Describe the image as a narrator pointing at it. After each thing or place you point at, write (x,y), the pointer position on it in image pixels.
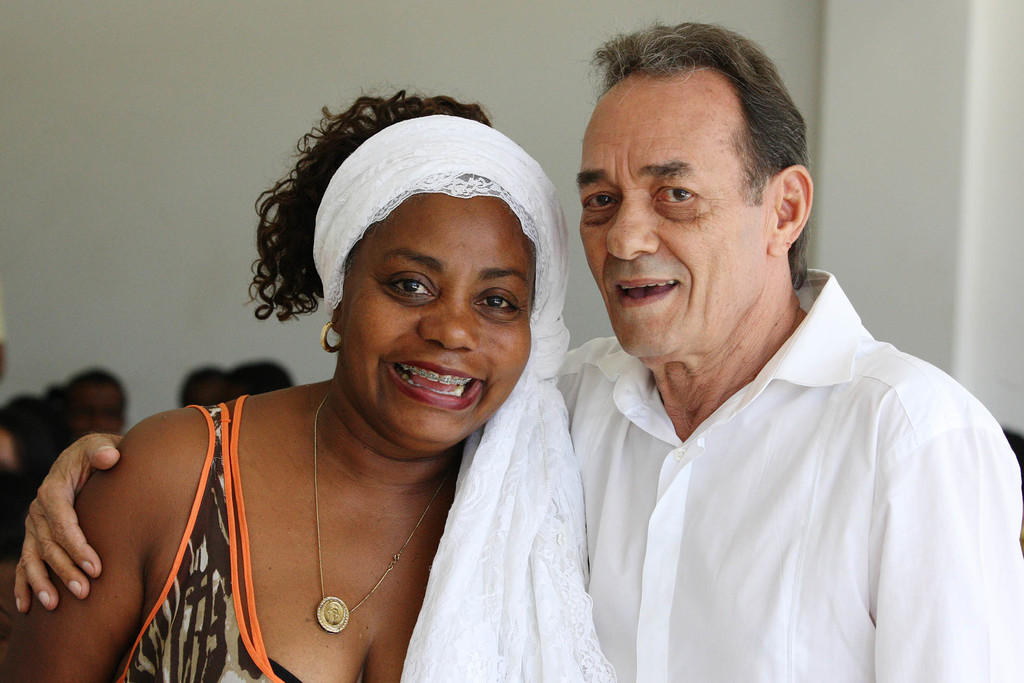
In the center of the image (588,373) a lady (459,437) and a man (662,420) are there. On the left side of the image (117,408) some people (107,419) are there. In the background of the image (904,251) wall (904,251) is there.
